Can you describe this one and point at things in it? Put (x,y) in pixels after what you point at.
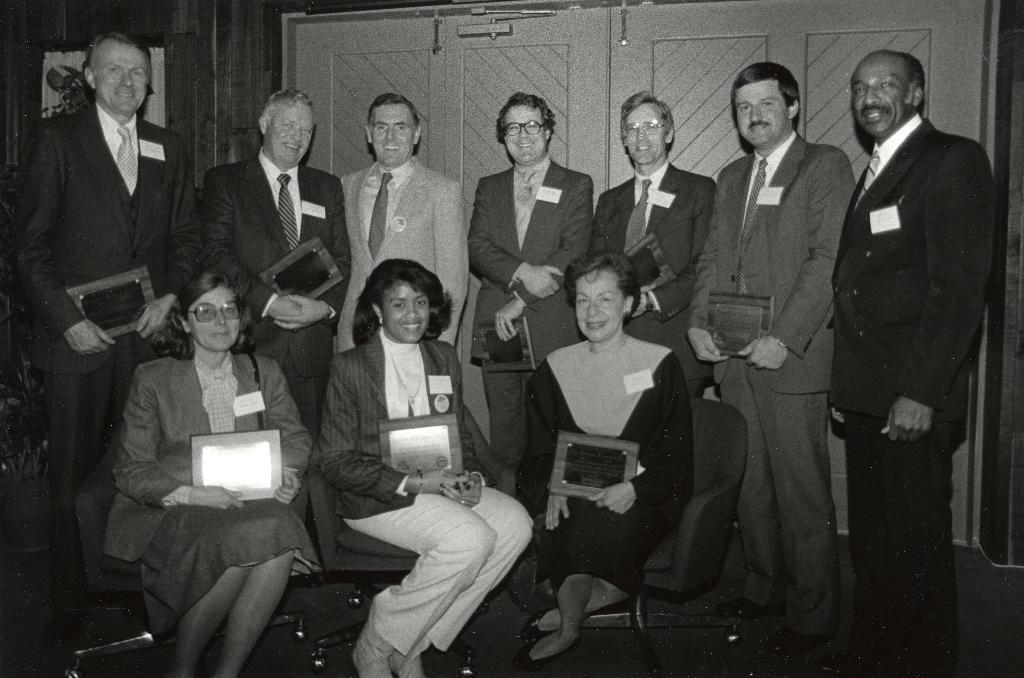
This image consists of many persons (175,353). In the front (395,555), we can see three women (347,462) sitting in the chairs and holding the frames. At the bottom (712,659), there is a floor (718,646). In the background (592,58), we can see a door (679,44) and a wall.
